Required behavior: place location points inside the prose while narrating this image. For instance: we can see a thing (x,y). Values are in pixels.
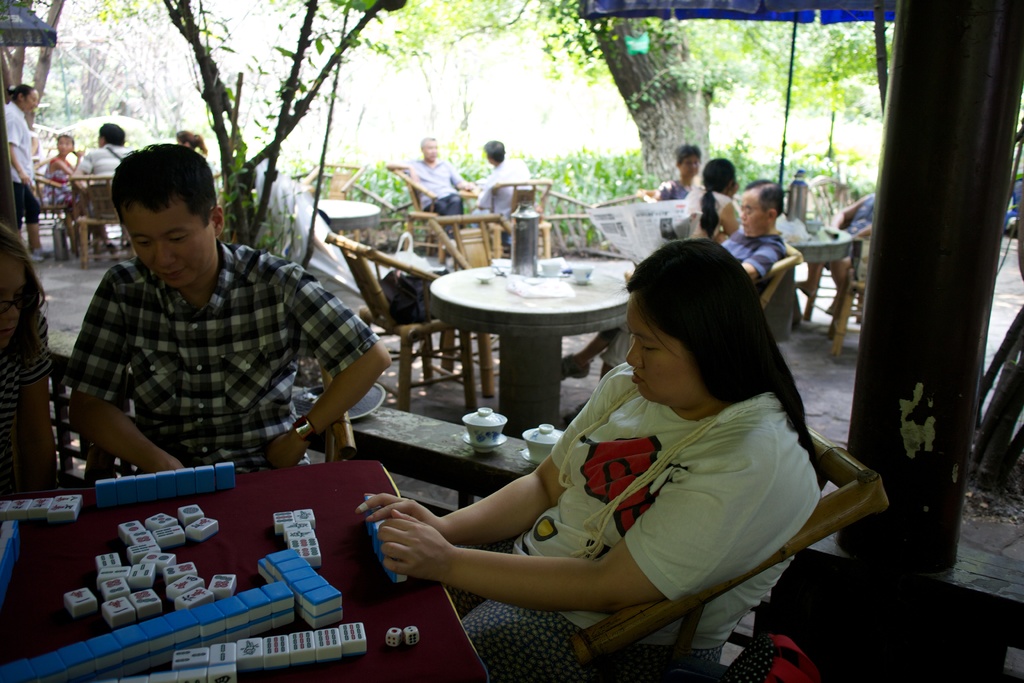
It is an outdoor picture where so many people (587,533) are sitting in the chairs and at the right corner of the picture (708,634) one woman (751,534) is sitting on the chair (636,626) and in white t-shirt (647,568) and in front of the table (58,595) and another person (194,439) wearing a black and white shirt (227,383) they are playing games (236,627) on the table (370,656) and behind them there is a table (496,309) with cups (550,268) and flask (522,238) on it and there are so many trees (852,86) in the background (334,60) and in the left corner of the picture (36,202) one person (28,193) is standing in white shirt (26,168) and behind that person (21,132) there is an umbrella (26,38) in blue colour and to the very right corner of the picture (829,249) there is a table (802,251) with an umbrella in blue colour too.
